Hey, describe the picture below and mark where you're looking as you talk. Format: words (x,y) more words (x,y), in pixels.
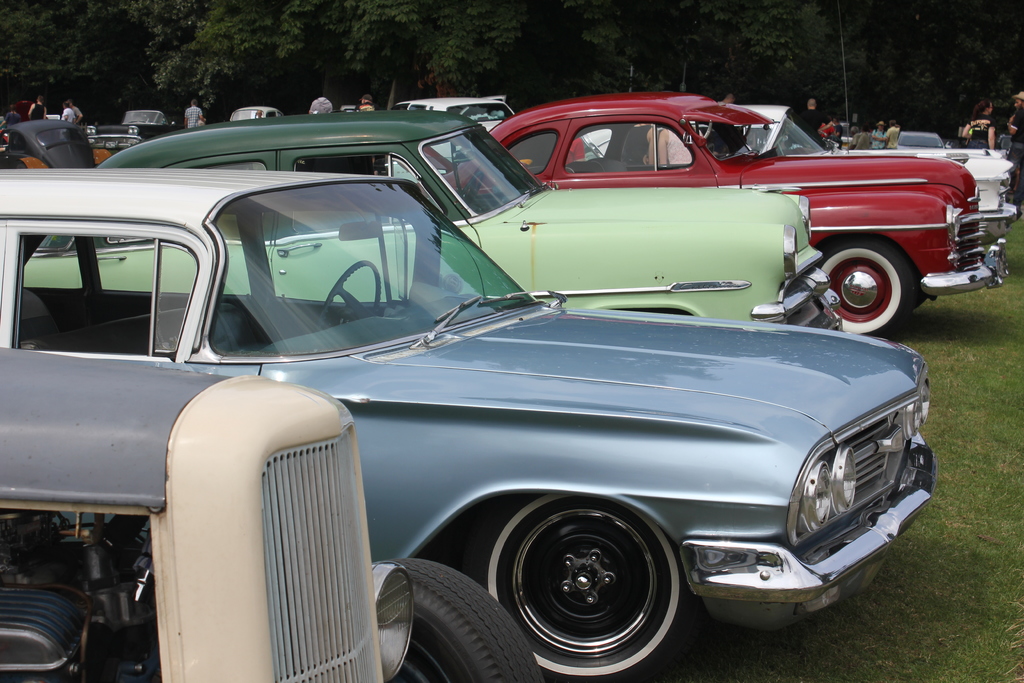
This image consists of many cars (641,418). It looks like vintage cars (600,417). At the bottom (936,620), there is green grass (960,474). In the background (658,74), there are trees (341,14). And there are many people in this image.
